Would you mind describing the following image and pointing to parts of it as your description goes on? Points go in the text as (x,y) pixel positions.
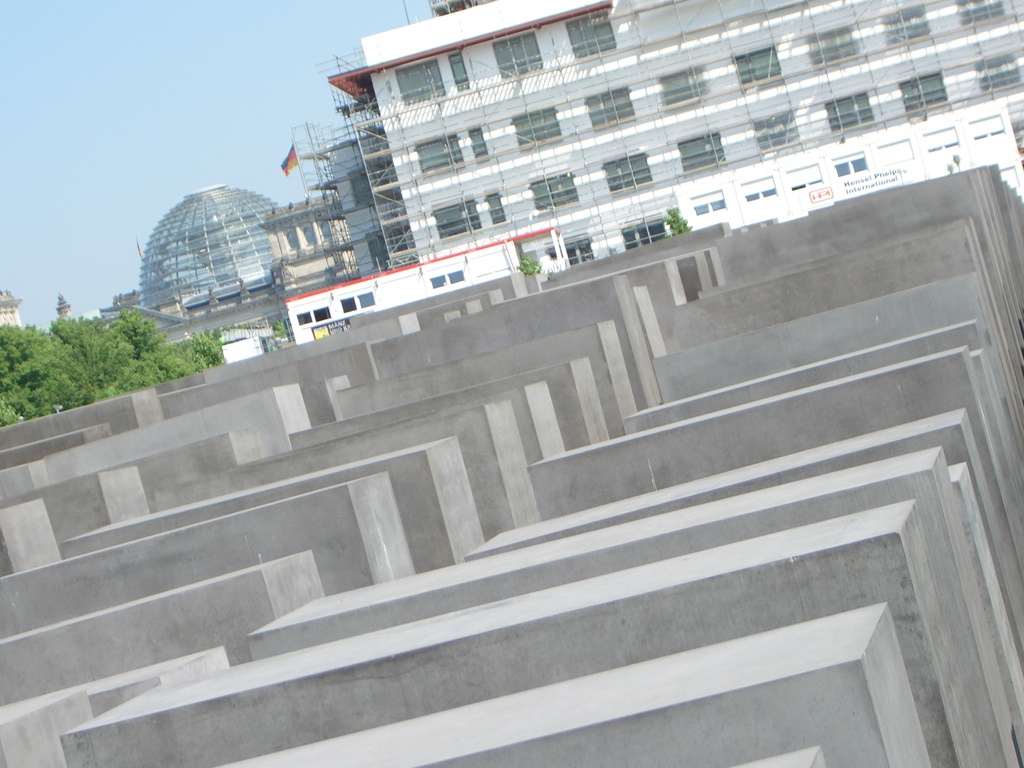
In this image there are so many cement walls (435,404) in the middle (648,411). In the background (476,135) there is a building (450,117) with the windows (453,214). The building (702,124) is covered by the fencing (641,101). At the top (226,61) there is sky (220,139). On the left side (74,346) beside the wall (116,419) there are trees (59,360). In the background (208,227) there is a building (284,229) on which there is a flag (291,162).
